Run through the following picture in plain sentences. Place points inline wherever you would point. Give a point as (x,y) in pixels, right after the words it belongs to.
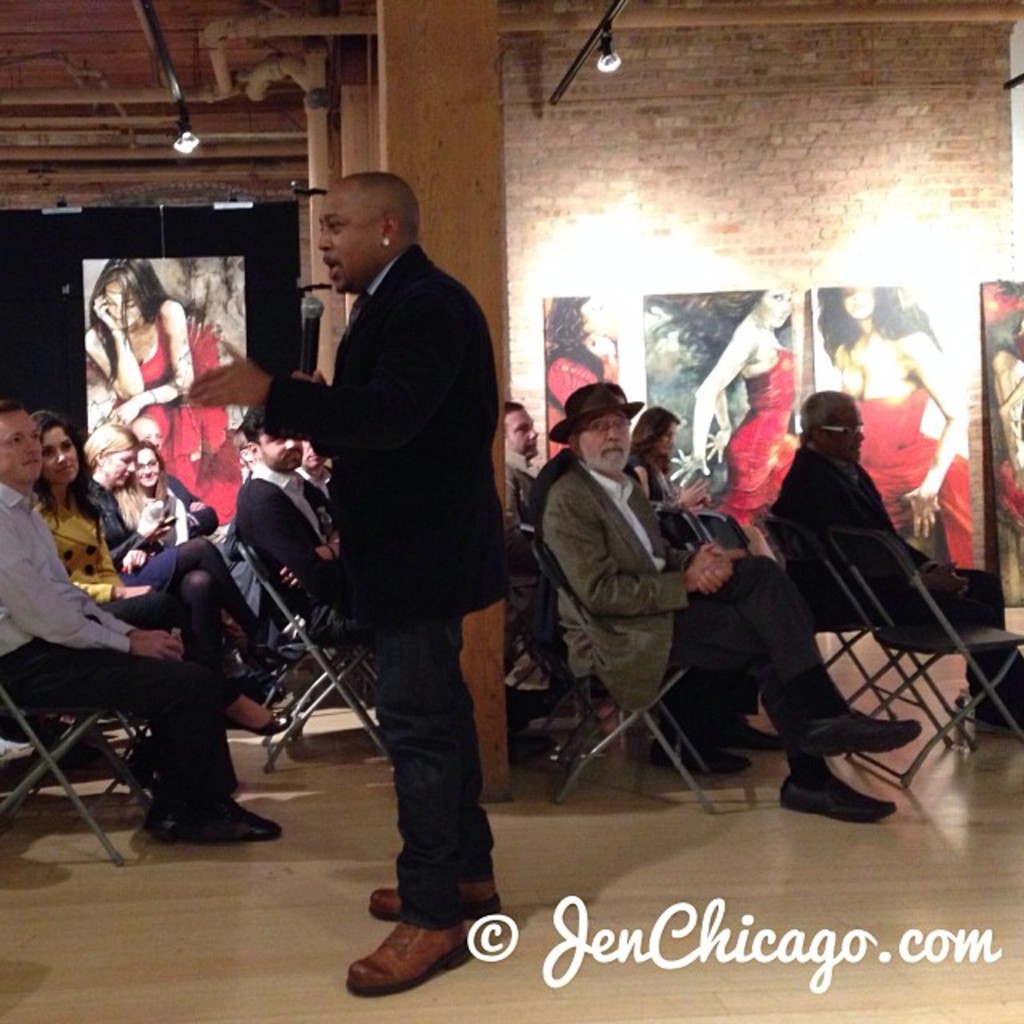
In this image there is a person (397,461) standing and speaking in a mic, beside the person (289,398) there are a few people (111,520) seated on chairs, beside them there are a few posters (724,339) on the wall (77,372).
